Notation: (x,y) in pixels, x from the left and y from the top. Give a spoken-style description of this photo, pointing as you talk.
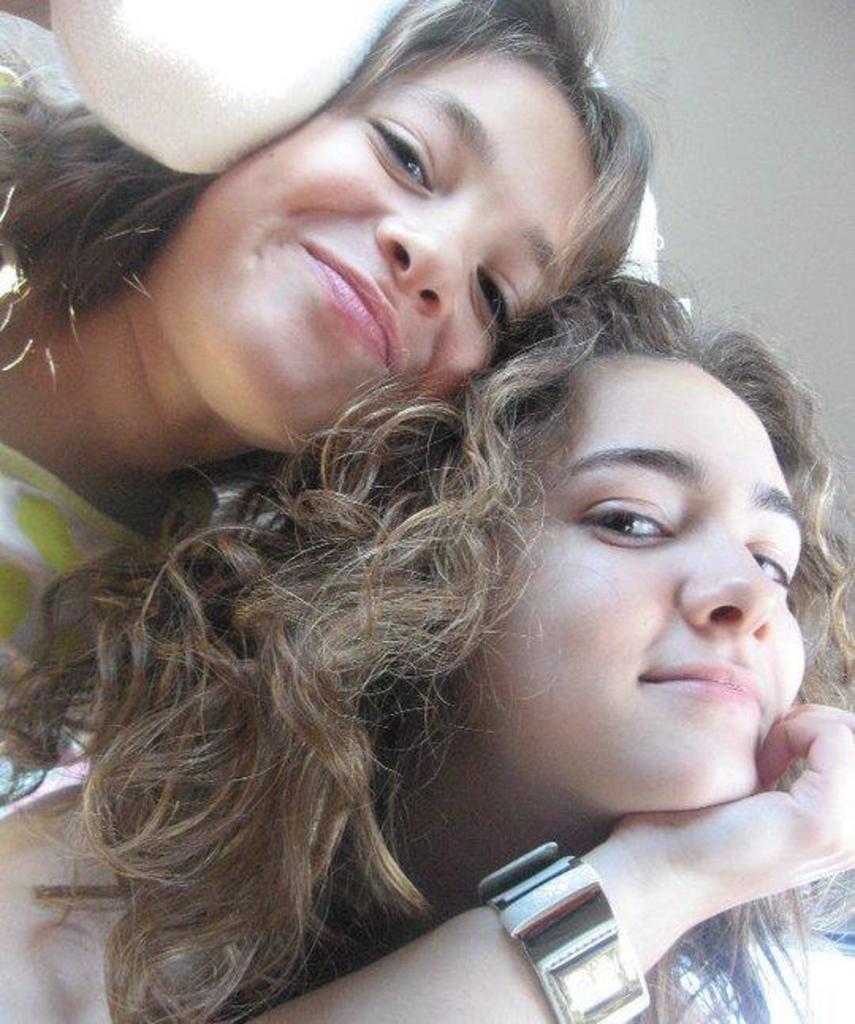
In this image I can see two people (159,657) with the dresses (6,604) and one person (354,884) with the watch (533,941). I can see the white background (817,217).
